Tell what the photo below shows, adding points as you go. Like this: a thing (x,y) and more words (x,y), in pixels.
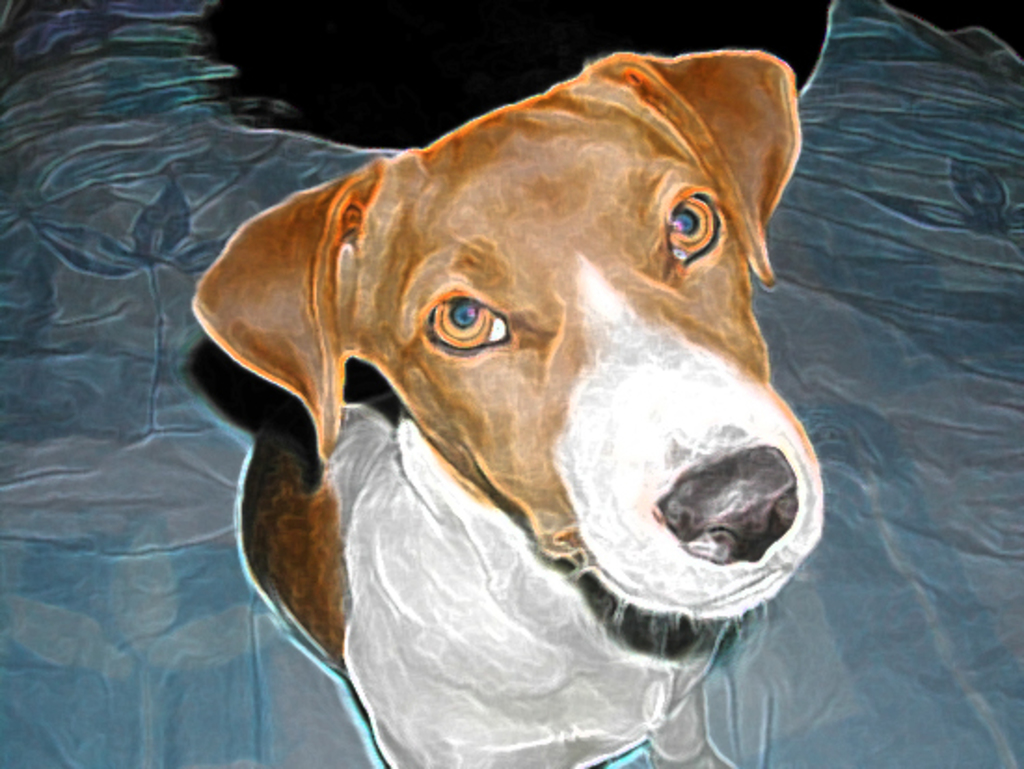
In this image we can see painting (530,340) of a dog (637,337).
